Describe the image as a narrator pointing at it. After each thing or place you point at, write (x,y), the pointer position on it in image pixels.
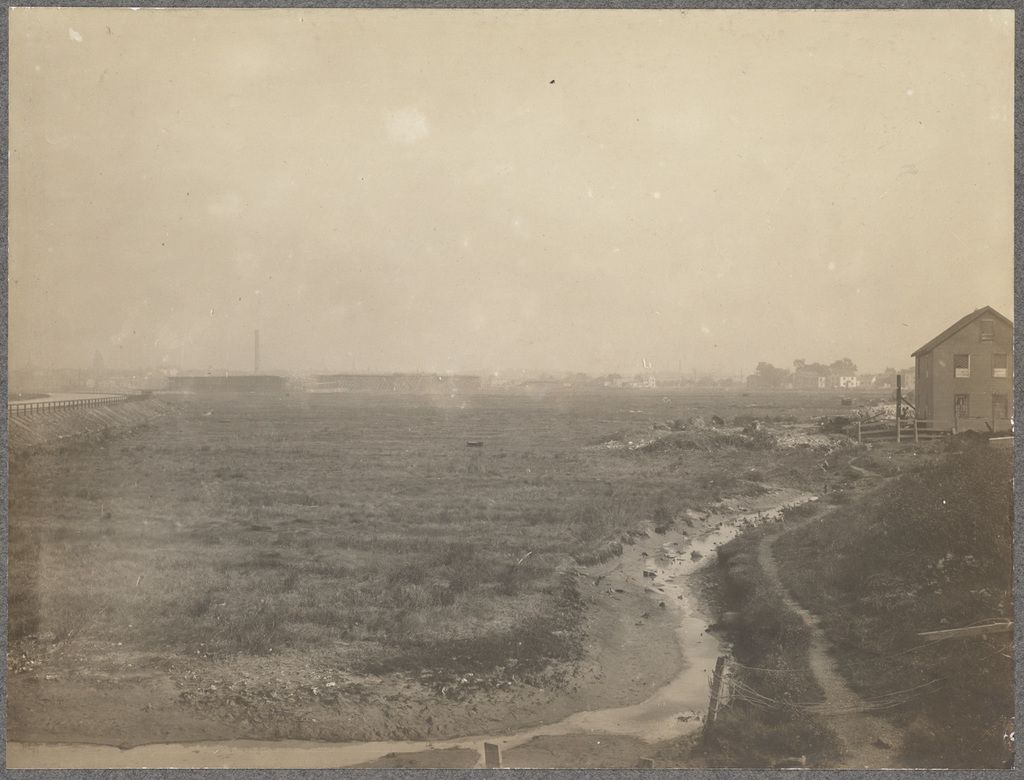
In this picture there is a house (962,323) on the right side of the image (986,305) and there is grassland (467,443) in the center of the image (600,445), there are buildings (334,377) in the background area of the image (647,377).
